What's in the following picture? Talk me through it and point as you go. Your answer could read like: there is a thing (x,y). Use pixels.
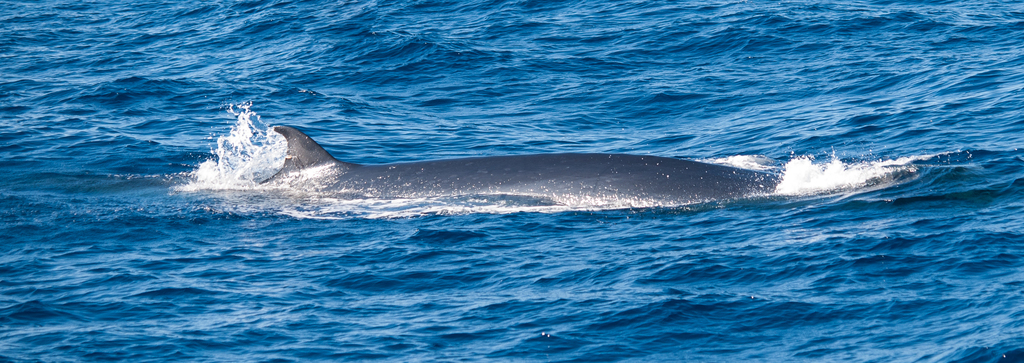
In this image we can see a whale (382,170) on the surface of water (821,166).
